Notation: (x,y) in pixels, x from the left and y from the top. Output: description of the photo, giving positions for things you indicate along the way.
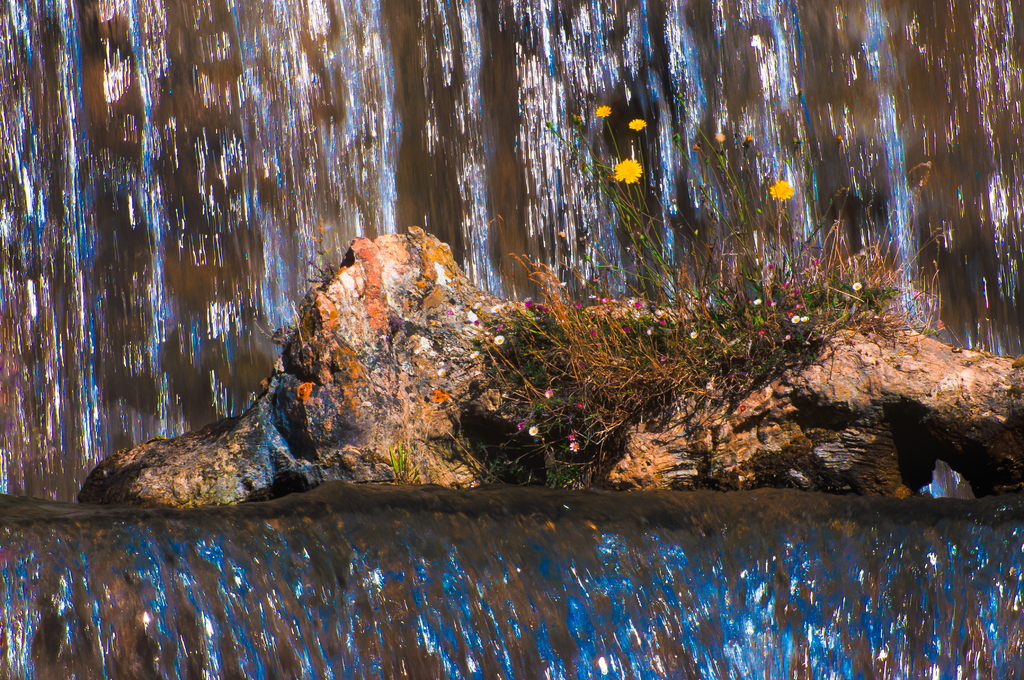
In this image we can see flowers (664,356) and plants (673,347) on the rock (442,317), there we can see a waterfall (459,498).
